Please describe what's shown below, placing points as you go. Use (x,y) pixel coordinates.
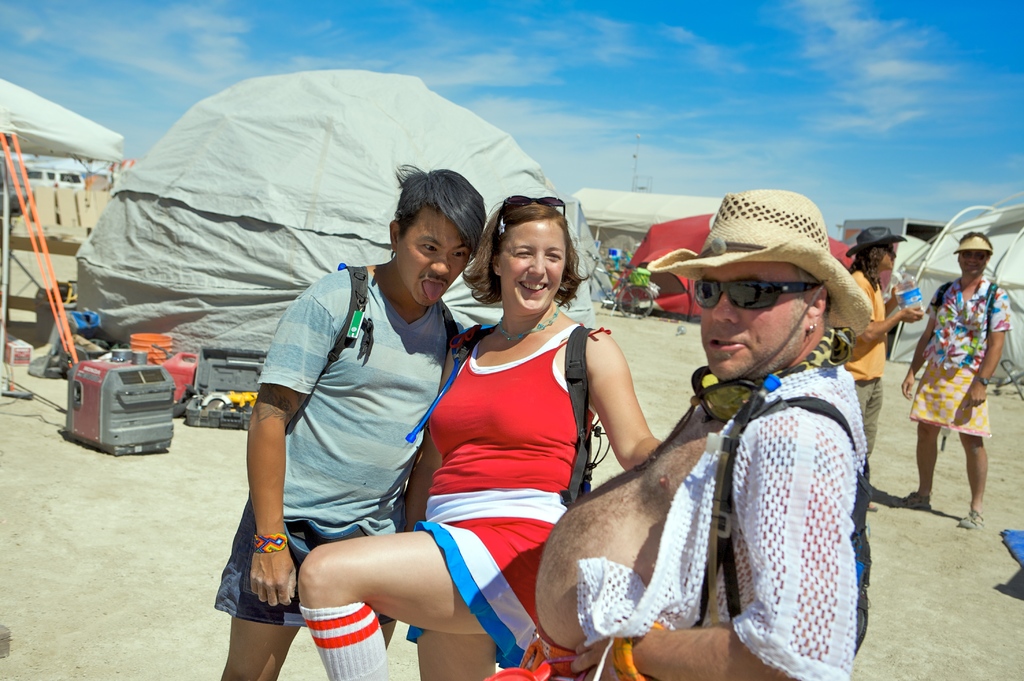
In this image there are people (703,503) standing in a desert (176,422), in the background (285,138) there are tents (262,174) and blue sky (716,182).
